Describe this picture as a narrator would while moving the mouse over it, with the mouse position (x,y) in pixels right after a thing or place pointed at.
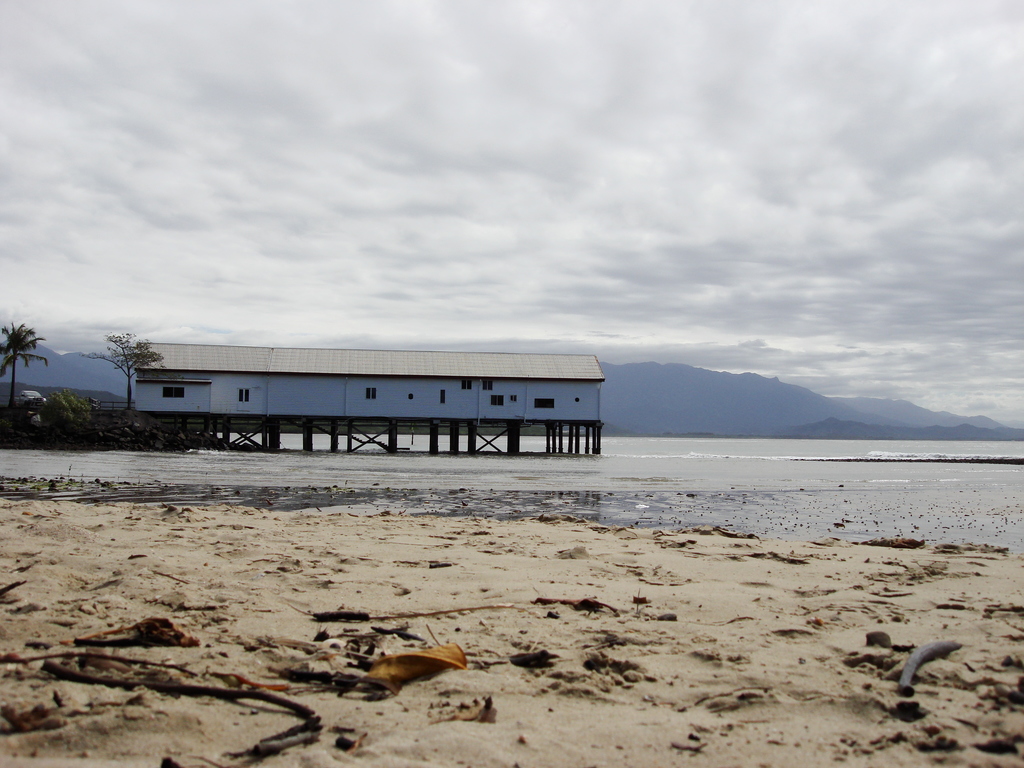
In this image there is sand (185,598), in the background (577,454) there is the sea (805,504) and a bridge (212,419), on that bridge (225,424) there is a house (521,372) and there are mountains (677,403), trees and the sky (449,219).
